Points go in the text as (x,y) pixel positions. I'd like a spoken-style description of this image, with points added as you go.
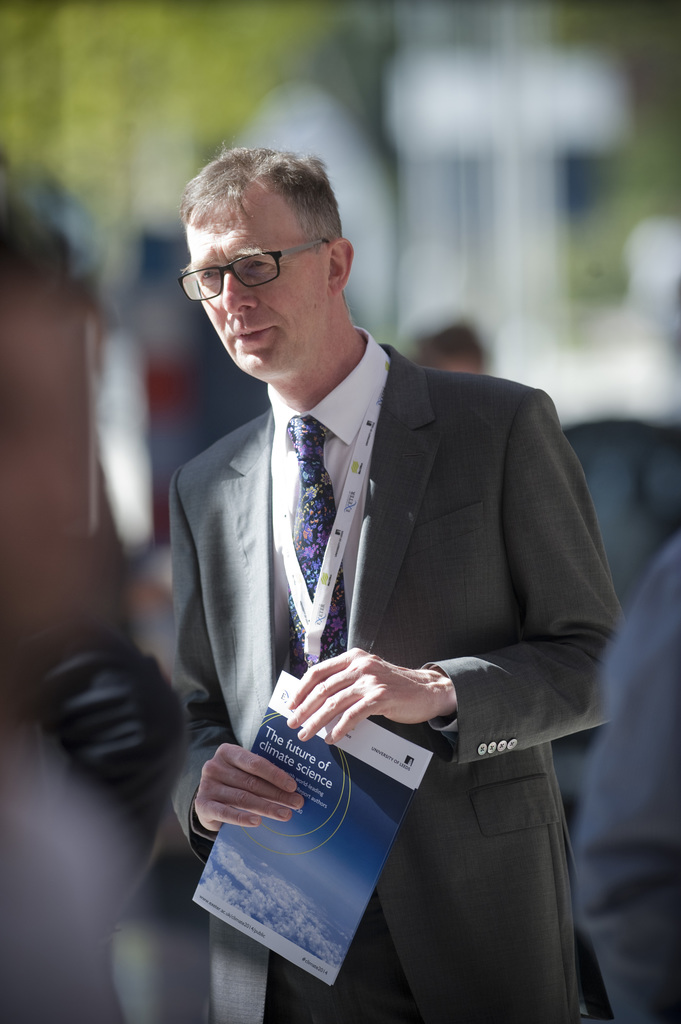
In this image in front (494,597) there is a person (475,612) holding the book (221,836). Behind him there are few other people (593,949) and the background of the image (617,234) is blur.
